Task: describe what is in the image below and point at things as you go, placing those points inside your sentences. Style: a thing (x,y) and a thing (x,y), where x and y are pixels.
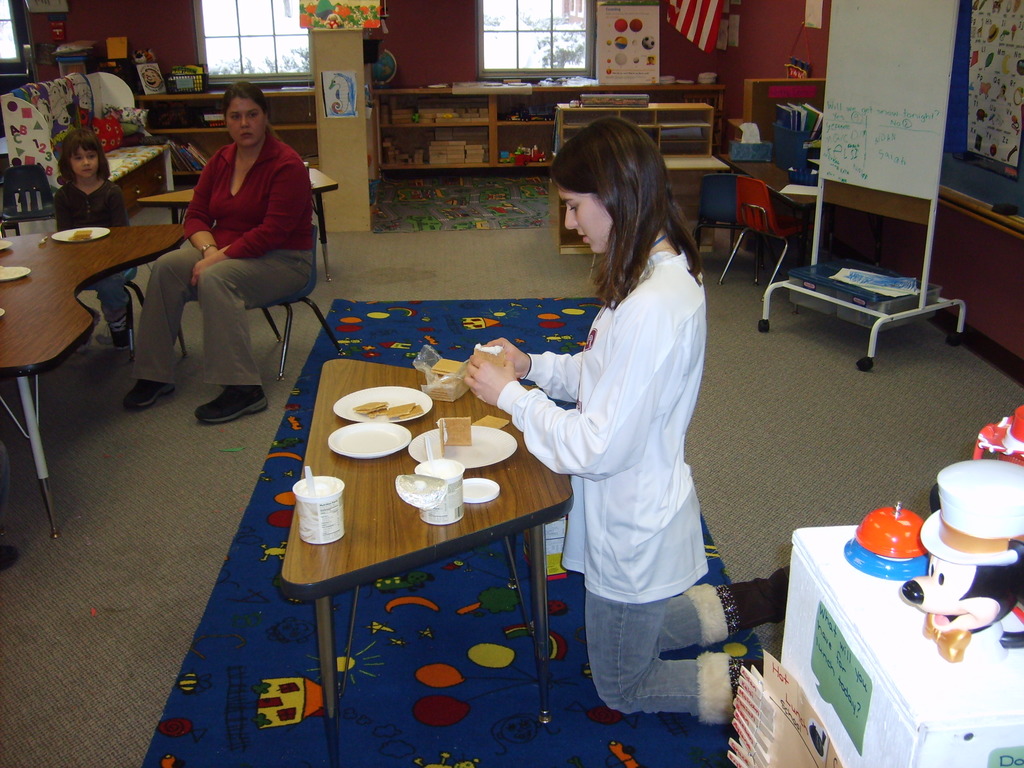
The image is taken in the room (518,222). In the center of the image (673,498) there is a lady (666,461) who is standing on her knees (612,684) before her there is a table (410,505) and some food (385,409) placed on the table (402,504). On the left (209,315) there is a lady (213,281) and a girl (76,181) sitting on the chair (276,305). In the background (892,160) we can see shelves (389,144), board (833,137), decors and sofa (117,165).
